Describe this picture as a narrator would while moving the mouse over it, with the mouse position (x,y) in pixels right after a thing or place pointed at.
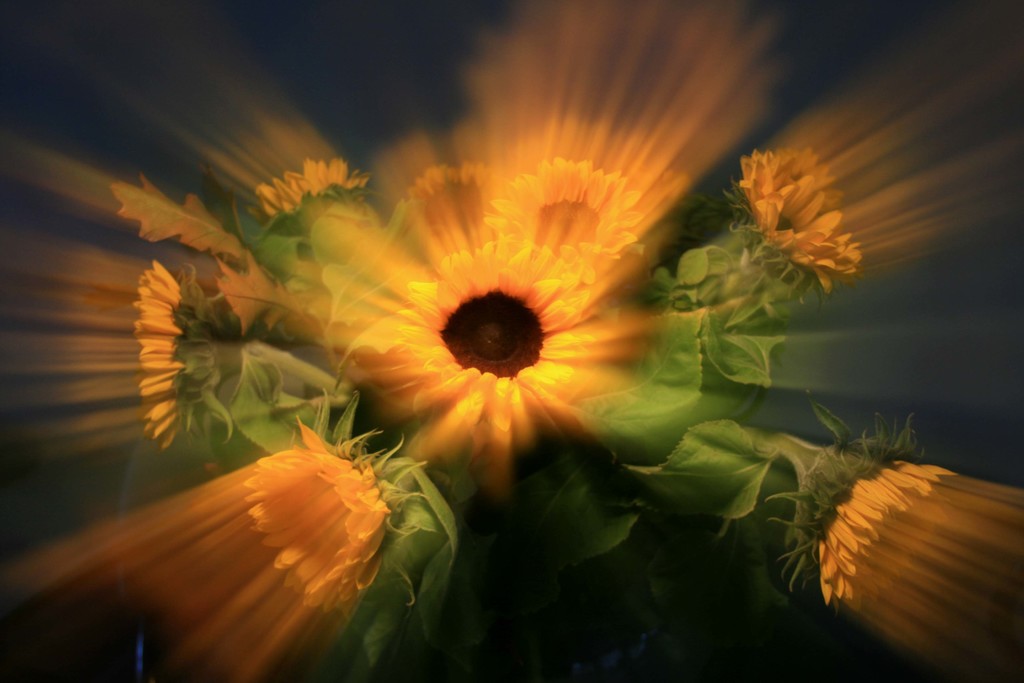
This image looks like it is edited. In this image there are flowers (289,211) in yellow color along with the leaves (635,511).
